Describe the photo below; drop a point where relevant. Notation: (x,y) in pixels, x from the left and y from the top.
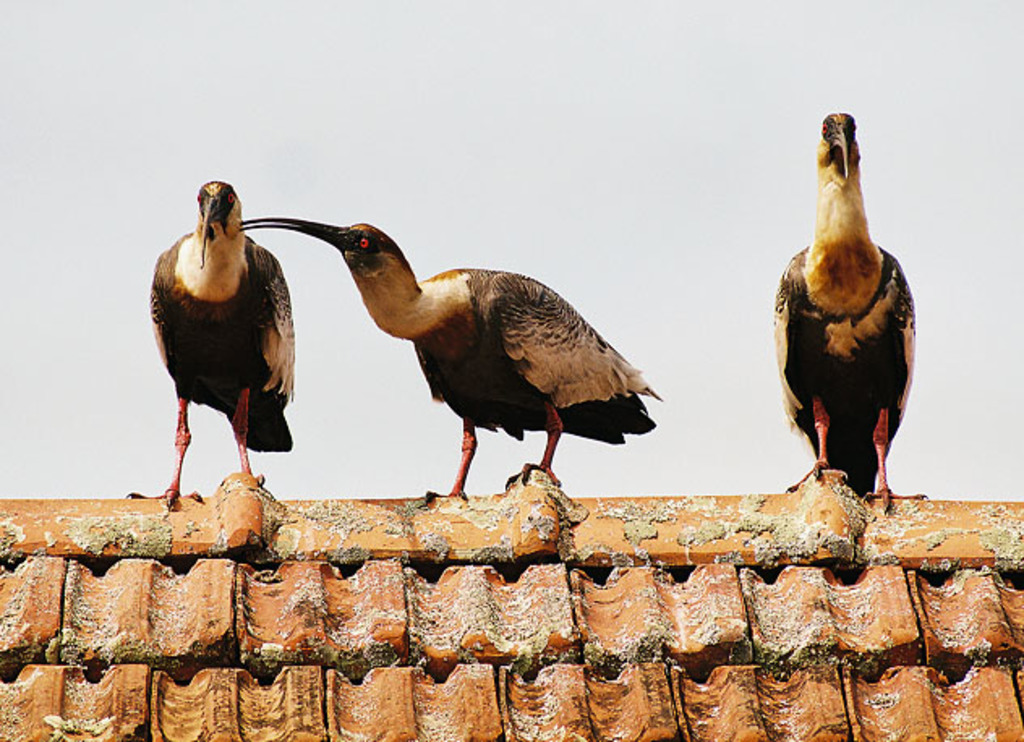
In this image I can see some birds (552,338) on the top of the house (588,512). In the background (570,146), I can see the sky (309,102).
